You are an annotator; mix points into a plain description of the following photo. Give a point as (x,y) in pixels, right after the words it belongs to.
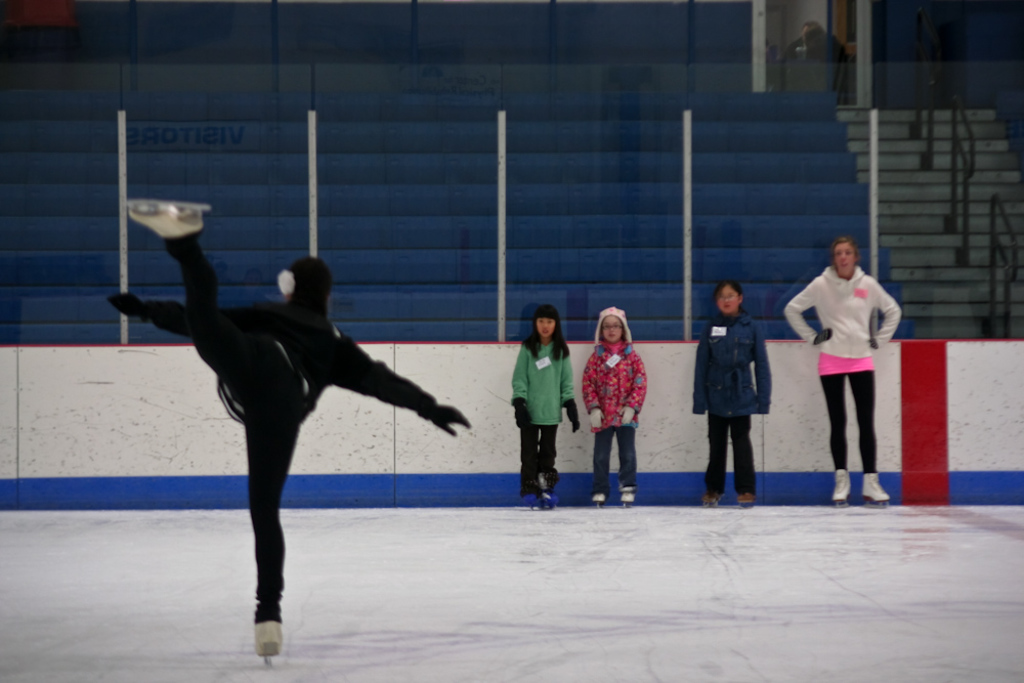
On the left side of the image (256,518), we can see a person (266,505) is skating on the floor (467,606). Background (938,400) we can see four persons (626,430), wall (515,429), poles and glass object (817,194). Through the glass (726,204) we can see stairs (911,256), rods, people (824,32) and few things (636,55).
